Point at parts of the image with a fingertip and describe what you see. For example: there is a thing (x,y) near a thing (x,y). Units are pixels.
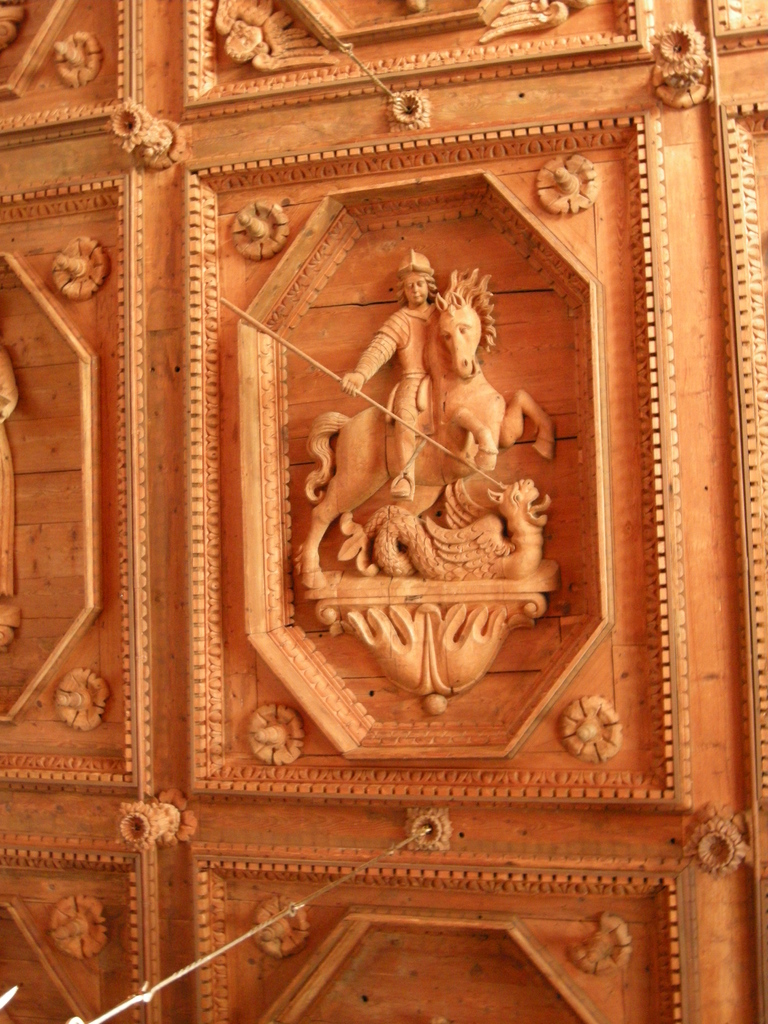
In this picture, we see a carved wooden ceiling (418,322).
